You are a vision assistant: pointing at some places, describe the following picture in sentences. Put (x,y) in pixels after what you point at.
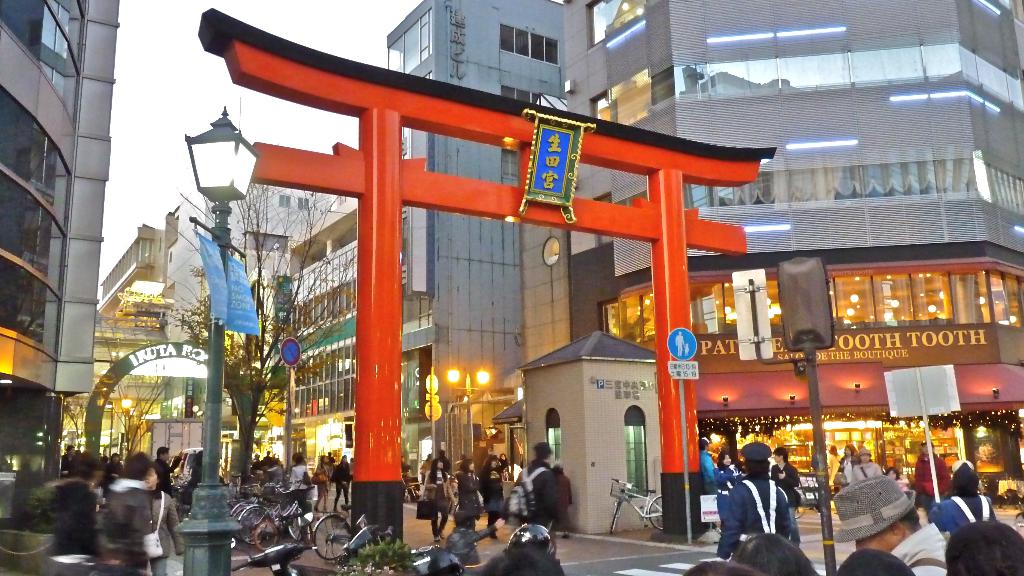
In this image, there are some people (721,575) walking, at the left side (296,508) there are some bicycles (284,502), there is a green color pole (213,469), on that pole (210,492) there is a light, there are some buildings (316,258), at the top (156,141) there is a sky (153,153).
